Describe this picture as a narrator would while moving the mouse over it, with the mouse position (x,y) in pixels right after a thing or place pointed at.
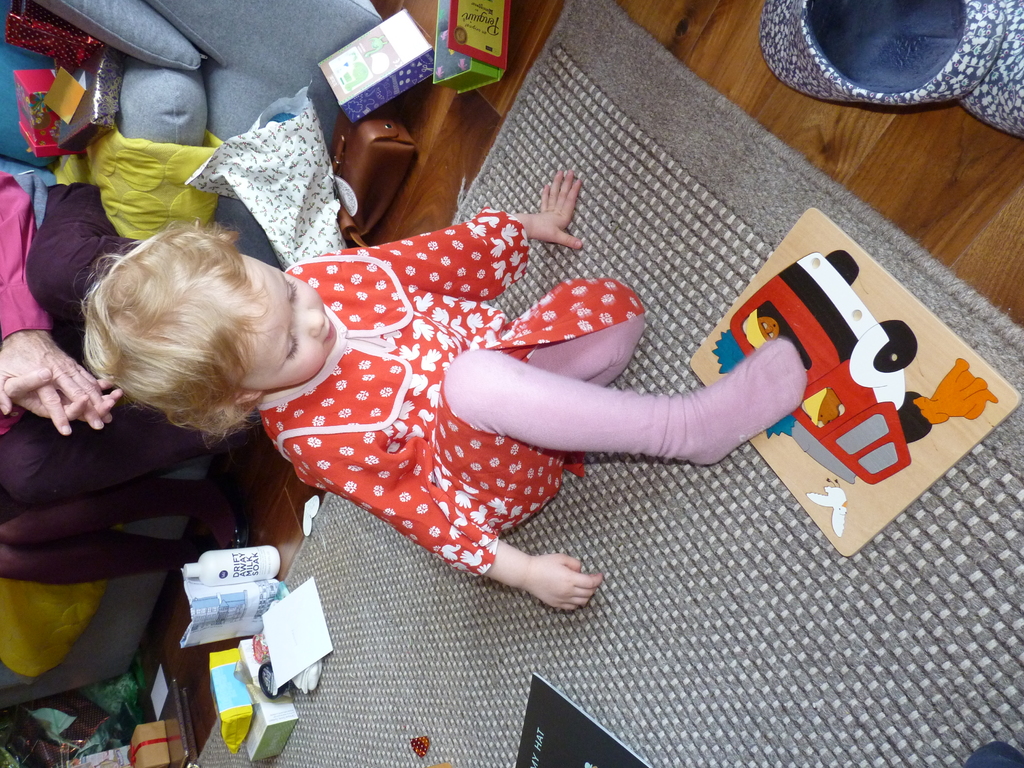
In the center of the image (586,411) we can see a girl (384,445) sitting on a mat (630,517) which is placed on the floor (742,17). We can also see a paper (836,287) with a picture (823,427) on it, some boxes (258,727), a container (272,683), a bottle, bag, cover (230,737), a book (564,762) and a gift box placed around her. On the right side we can see an object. On the left side (114,436) we can see a person (67,364) sitting on the sofa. We can also see some gift boxes (37,130) and covers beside her.
